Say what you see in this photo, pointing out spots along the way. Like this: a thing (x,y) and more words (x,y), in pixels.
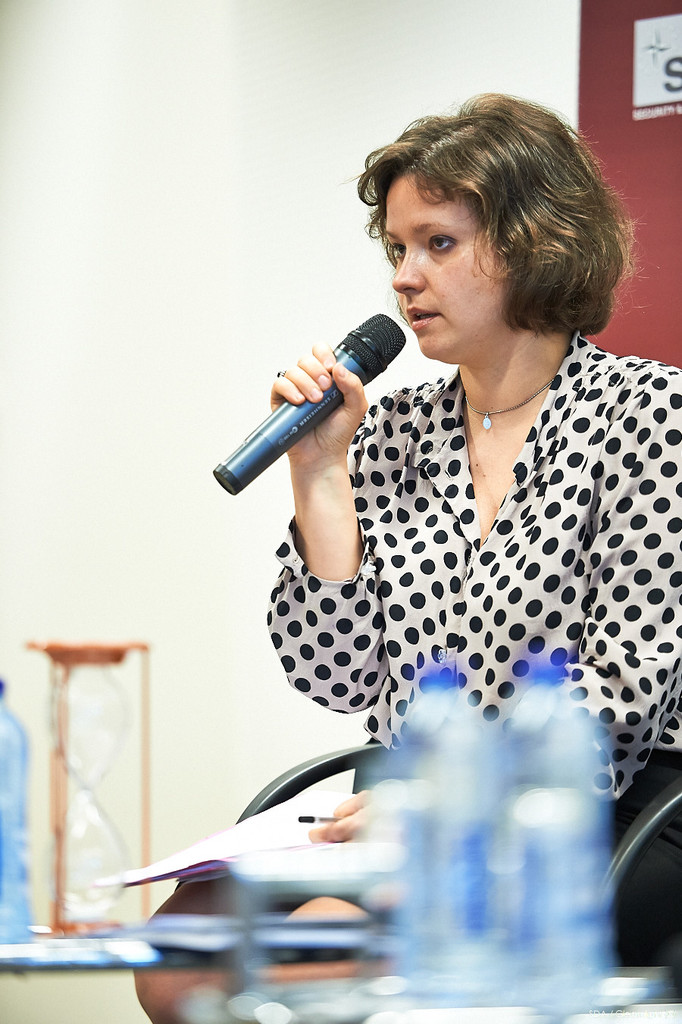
Here a woman (315,912) is sitting in the chair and speaking in the microphone (364,375) she wears a black and white dress (562,568).
